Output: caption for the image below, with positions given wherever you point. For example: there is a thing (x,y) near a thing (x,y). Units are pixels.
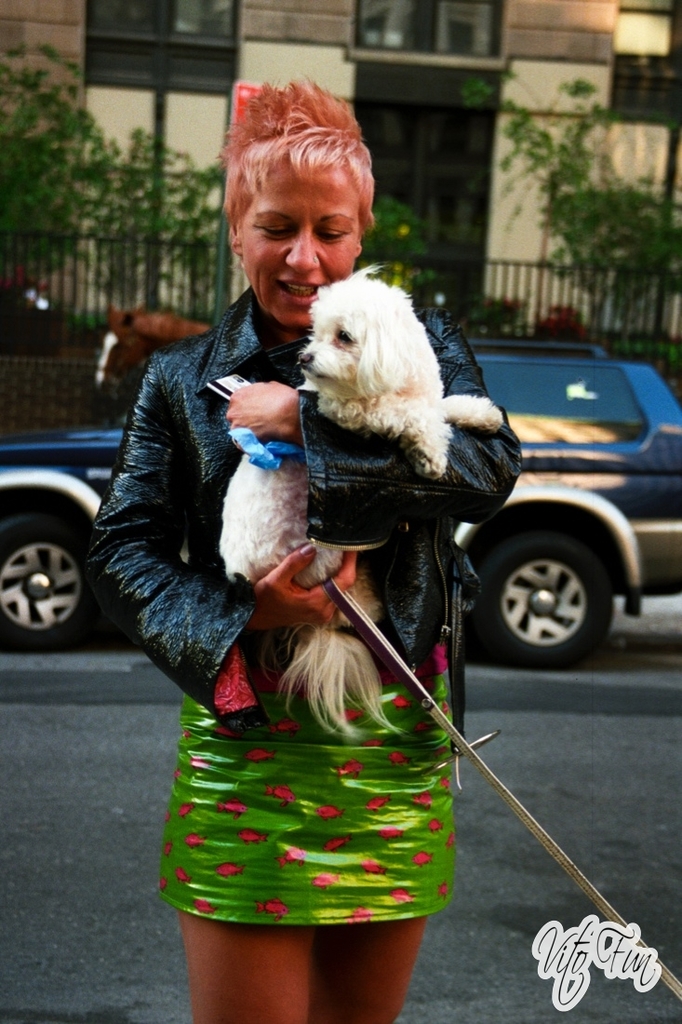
In the center of the image (380,665) we can see one woman (440,741) is standing and she is smiling, which we can see on her face (270,291). And we can see she is wearing a jacket (270,376). And she is holding a leash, some object (238,383) and one dog (404,376), which is in white color. In the bottom right side of the image (574,950), we can see some text (554,926). In the background (489,149) there is a building (487,33), windows (660,18), trees (19,86), fences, one car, road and a few other objects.
